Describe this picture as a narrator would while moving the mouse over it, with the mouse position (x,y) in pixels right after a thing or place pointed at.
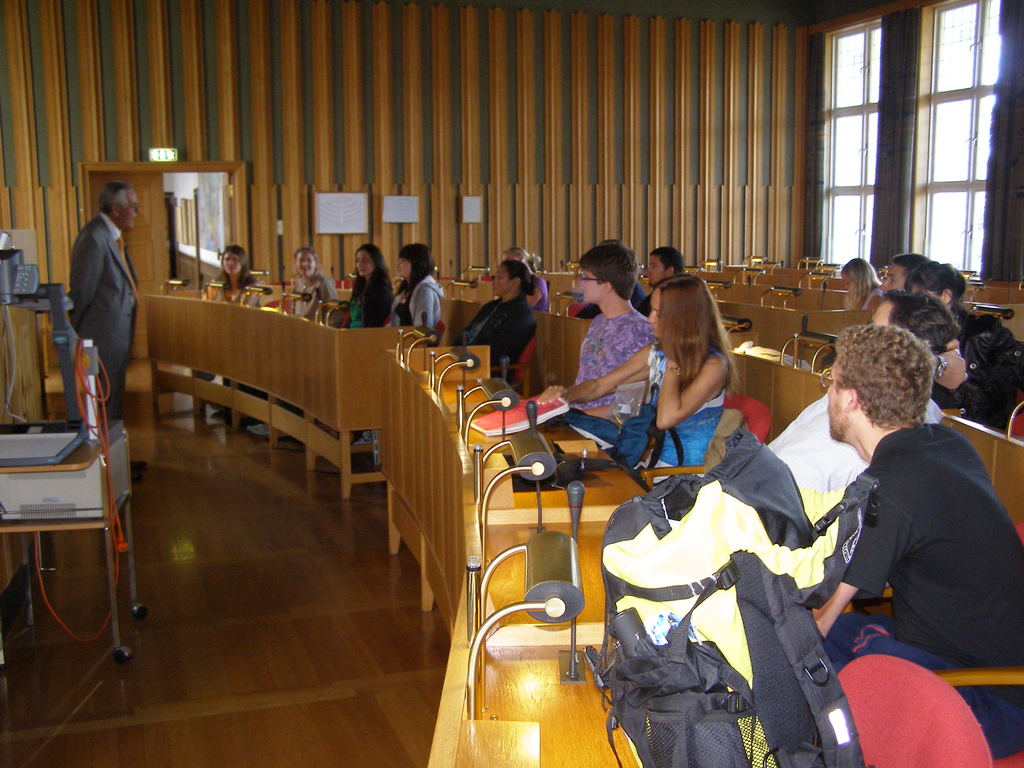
In this picture we can see some persons (691,433) sitting on the chairs (960,733). This is table (479,719). On the table (503,720) there is a backpack (665,585), book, and a mike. On the background (571,150) there is a wall (583,122) and this is window (846,154). Here we can see a person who is standing on the floor (350,623). And this is door (168,240).
